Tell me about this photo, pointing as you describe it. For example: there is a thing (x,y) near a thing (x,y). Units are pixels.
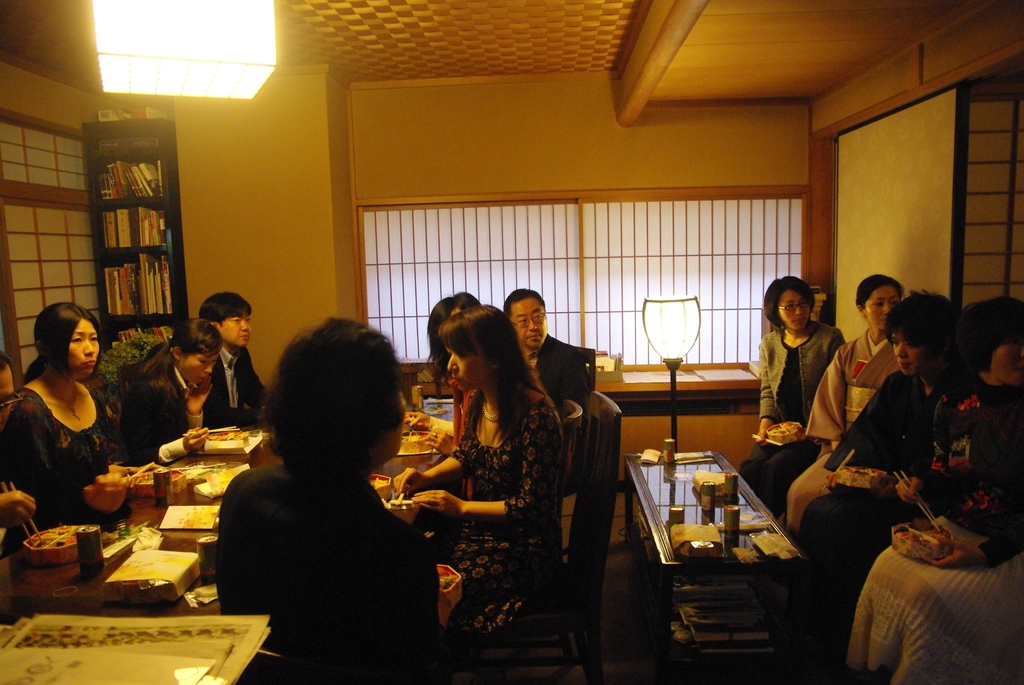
This picture shows a group of people (324,628) seated on the chairs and we see some food boxes (69,559) and cans (94,530) on the table (126,606).
